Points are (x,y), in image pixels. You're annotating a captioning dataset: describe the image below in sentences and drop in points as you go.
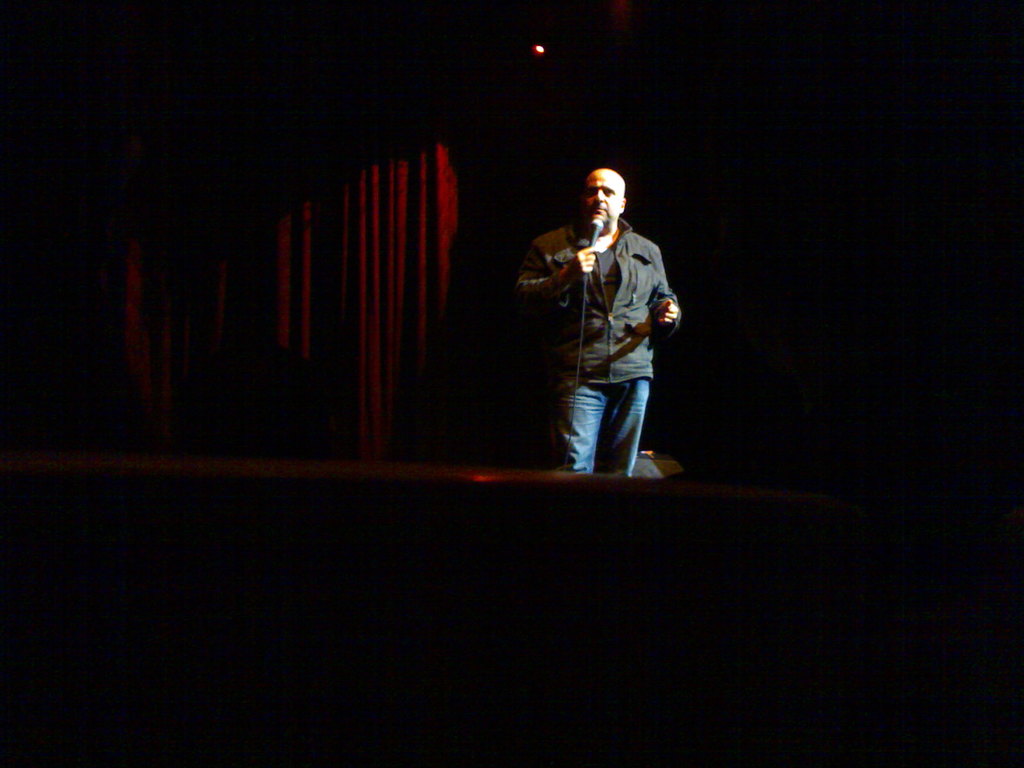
In this picture I can see a man (657,274) speaking into microphone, at the top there is a light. In the background (396,298) there are curtains (393,279).
